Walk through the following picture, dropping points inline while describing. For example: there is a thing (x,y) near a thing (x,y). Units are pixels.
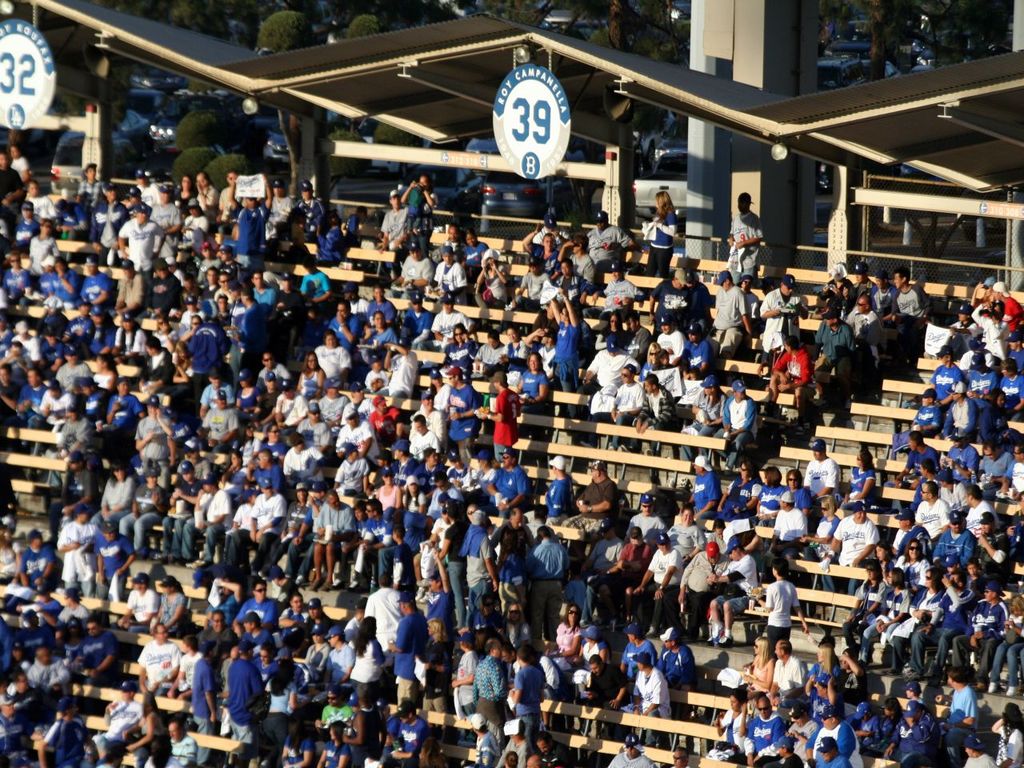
In this image we can see these people (439,290) are sitting and some people (479,696) are standing in the stadium (594,102). Here we can see boards (536,149), trees (198,124) and in the background (367,169), we can see cars (170,101) parked here.
